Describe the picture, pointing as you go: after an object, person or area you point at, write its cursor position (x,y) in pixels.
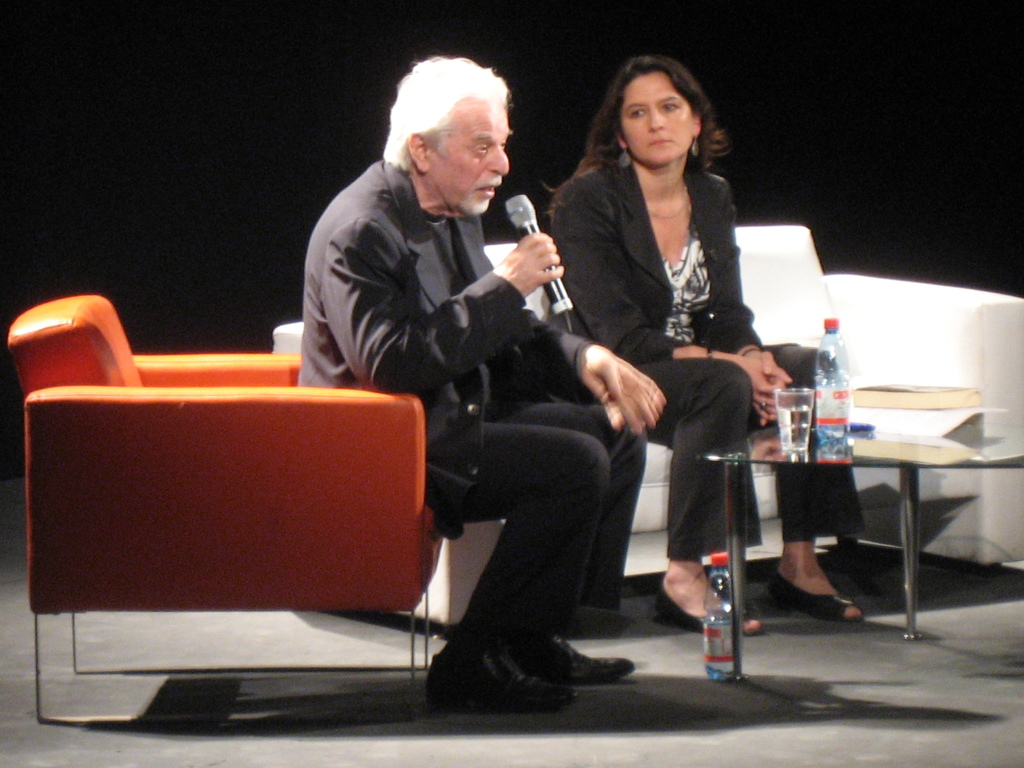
In this image, there are two persons (801,507) sitting on the sofa (660,460) which are orange and white in color. And one person (536,348) is talking in the mike (520,226) in front of the table (963,461) on which bottle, glass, papers (923,423) are kept. The background (971,134) is dark in color. It looks as if the image is taken inside a room (827,67).
